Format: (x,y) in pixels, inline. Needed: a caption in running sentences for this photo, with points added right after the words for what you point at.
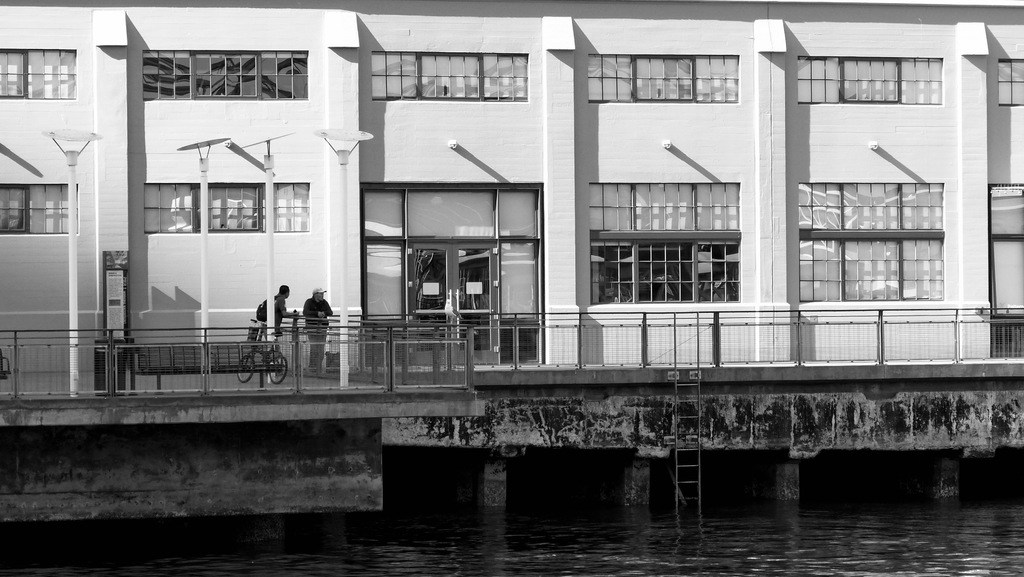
This image is a black and white image. This image is taken outdoors. At the bottom of the image (778,540) there is a pond (501,552) with water (626,539). In the middle of the image (479,312) there is a building (168,183). There are a few poles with lights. There is a railing (109,376). Two men (314,322) are standing on the floor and a bicycle (283,358) is parked on the floor (238,381). There is a board (111,299).
